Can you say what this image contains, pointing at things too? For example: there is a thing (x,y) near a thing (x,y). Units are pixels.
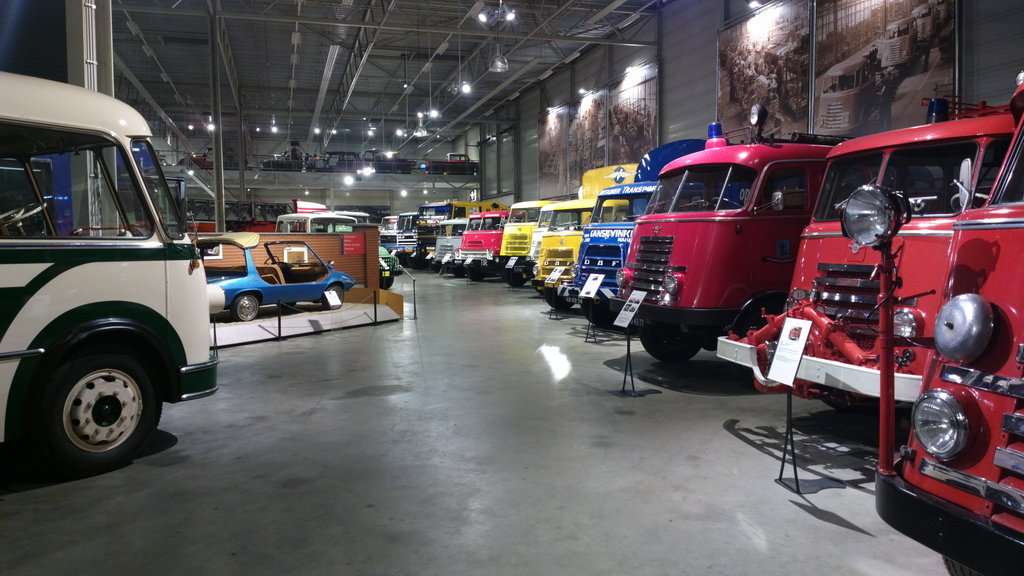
In this image, we can see so many vehicles (931,351) are parked on the surface (505,496). Here we can see boards (468,260), stands (585,297), banners (623,152), poles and pillar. At the top of the image (359,77), we can see lights (499,50) and rods (366,60).
